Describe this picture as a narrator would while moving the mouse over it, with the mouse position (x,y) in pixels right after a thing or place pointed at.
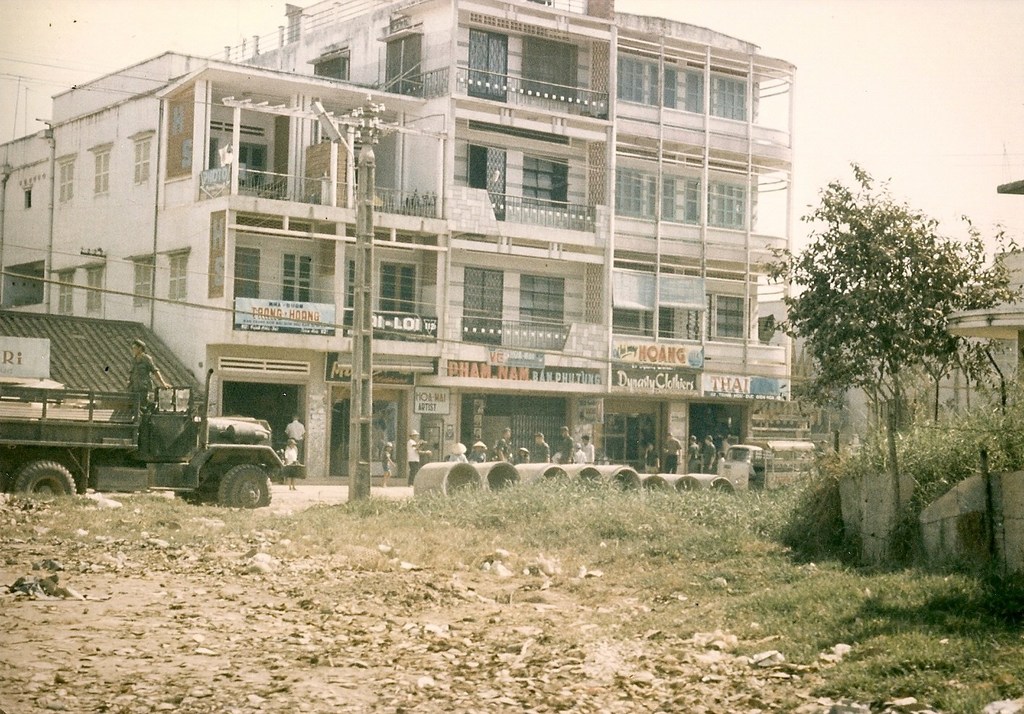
In this picture I can see there is a truck (166,482) moving on the road (320,490) and there is grass (371,516) and dry leaves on the floor (284,543) and in the backdrop (733,216) I can see there is a building (545,428).
